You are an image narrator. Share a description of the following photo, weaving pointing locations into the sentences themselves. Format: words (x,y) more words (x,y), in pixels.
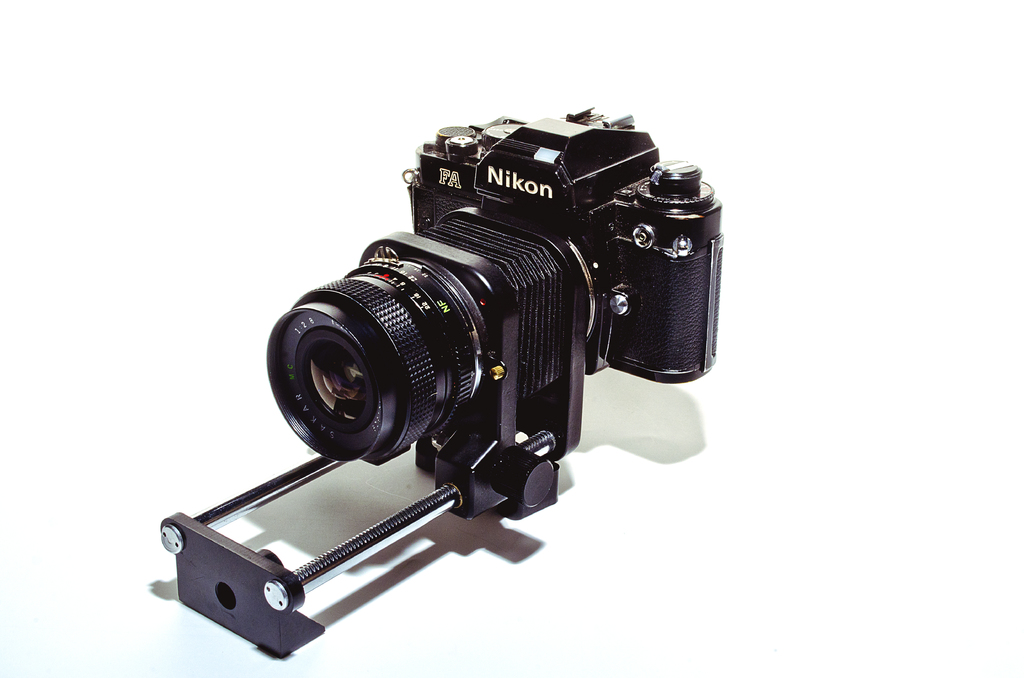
In this picture I can see in the middle (423,397) there is a camera (531,417) in black color.
